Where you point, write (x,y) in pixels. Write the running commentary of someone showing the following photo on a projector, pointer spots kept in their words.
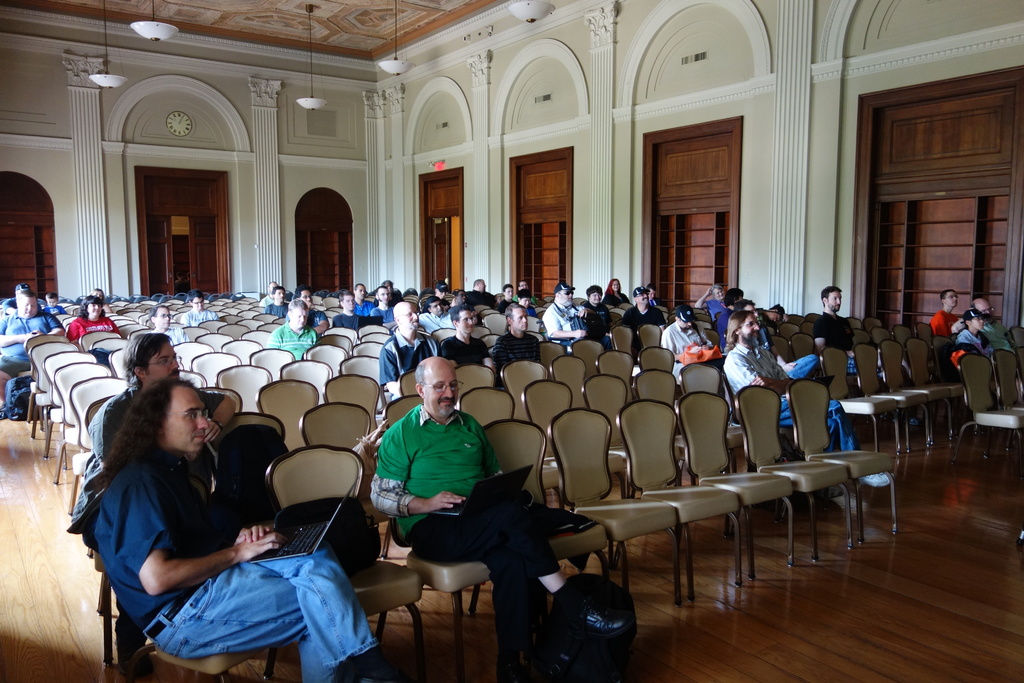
Here men (486,346) and women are sitting on the chair (665,516), these are doors (570,235) and this is wall (495,122).
